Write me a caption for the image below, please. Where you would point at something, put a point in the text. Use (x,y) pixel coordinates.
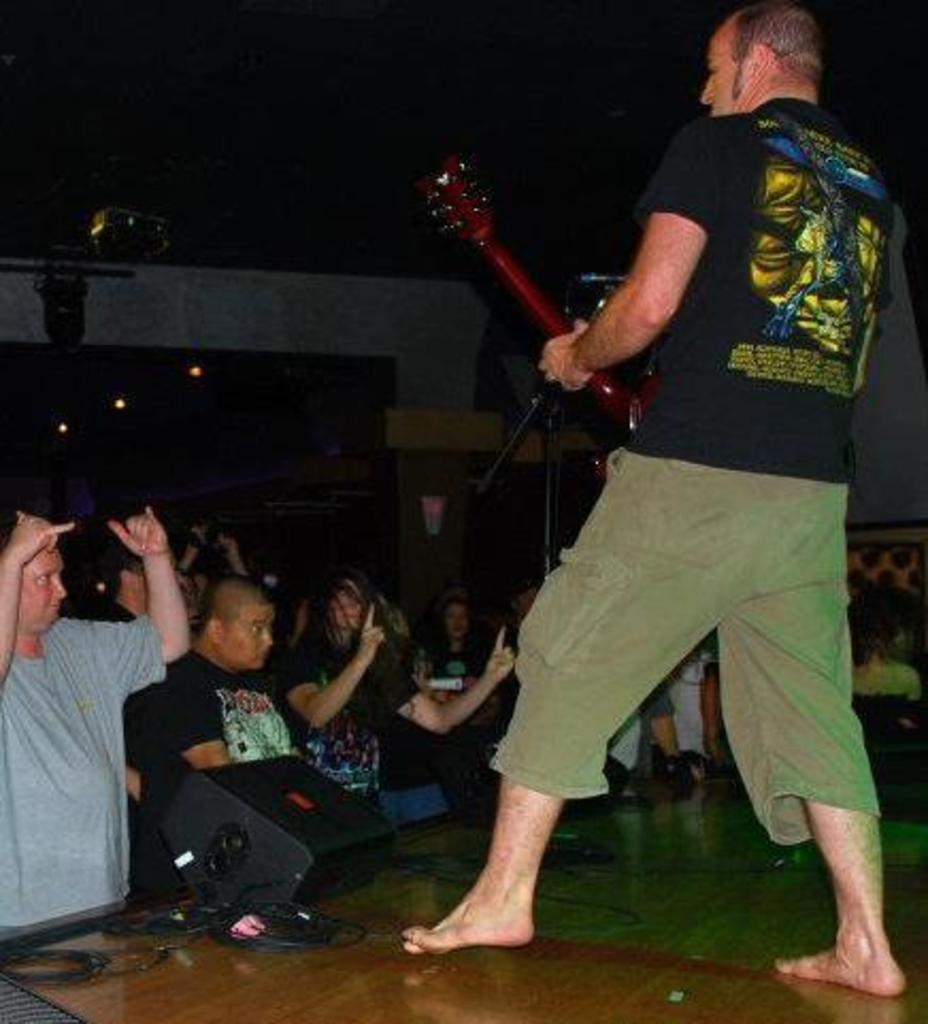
The person (776,303) wearing black shirt (769,285) is playing guitar (550,326) in front of a mic (596,274) and there are audience (301,621) in front of them.
